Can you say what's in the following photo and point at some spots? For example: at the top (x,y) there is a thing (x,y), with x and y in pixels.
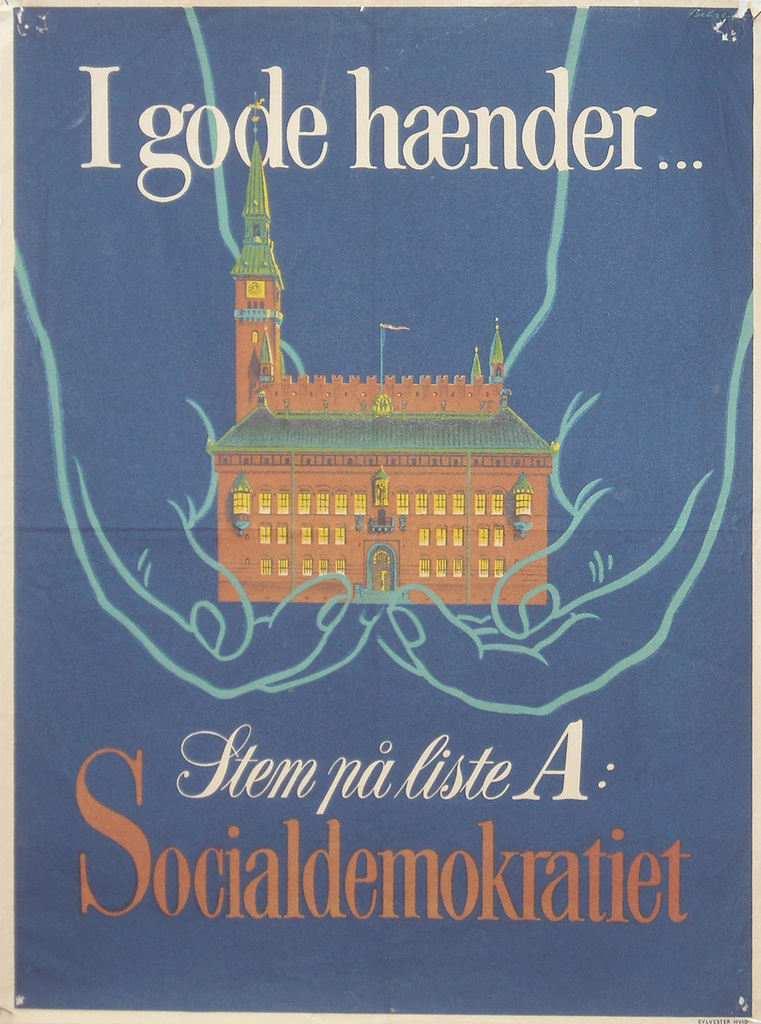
In this image, we can see hands (579,541) holding a building (295,391). There is a text (360,119) at the top (314,138) and at the bottom of the image (360,889).
